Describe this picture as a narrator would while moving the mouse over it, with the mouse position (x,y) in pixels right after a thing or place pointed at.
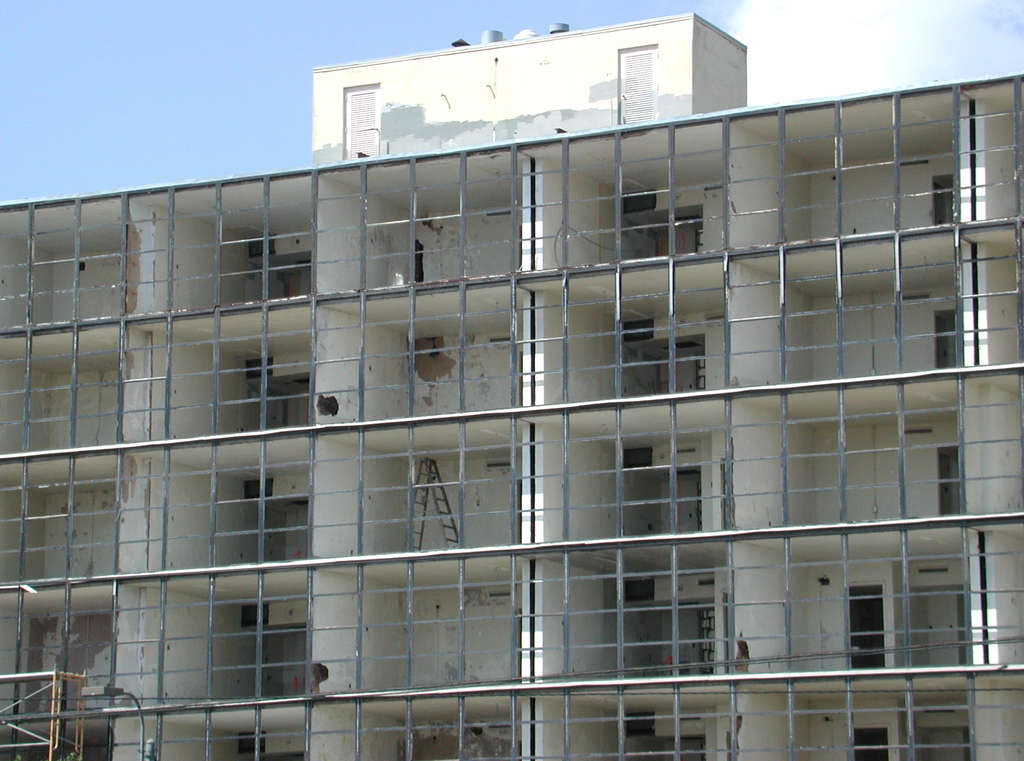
This picture is clicked outside. In the foreground (128,237) we can see the building (977,466) and we can see the metal rods (8,725) and a ladder (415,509). In the background (171,67) there is a sky (231,78).
